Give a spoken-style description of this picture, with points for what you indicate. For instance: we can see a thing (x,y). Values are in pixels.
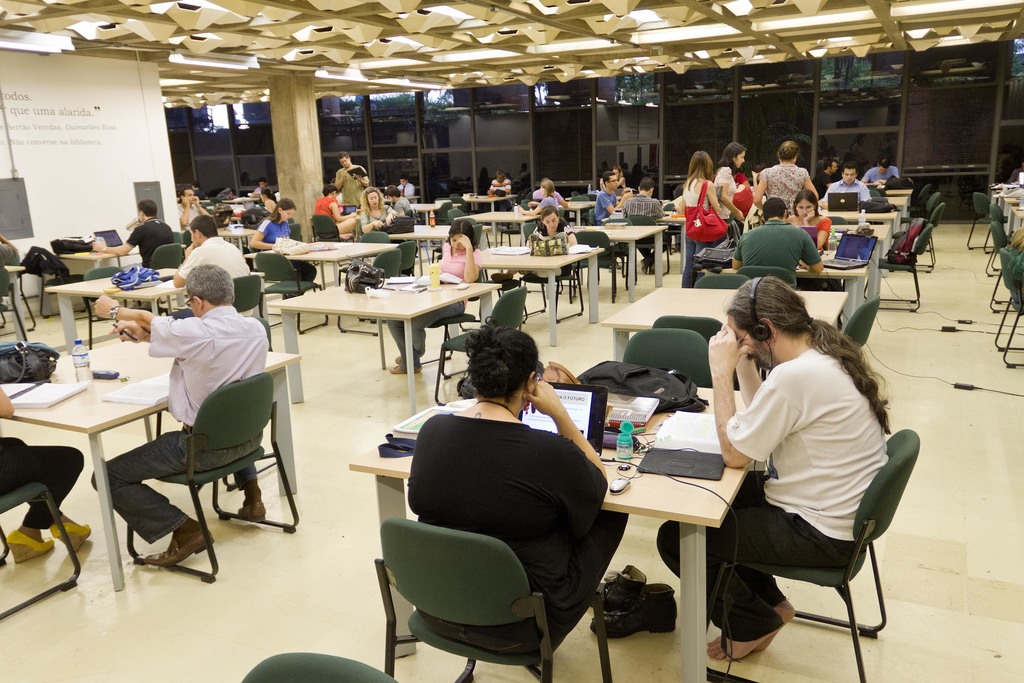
This picture describes about group of people (579,595) few are seated on the chair (511,562) and few are standing in front of them we can find couple of laptops (581,418), bottles (624,441), bags (666,384) on the table (704,481), and also we can see couple of lights (232,62).
